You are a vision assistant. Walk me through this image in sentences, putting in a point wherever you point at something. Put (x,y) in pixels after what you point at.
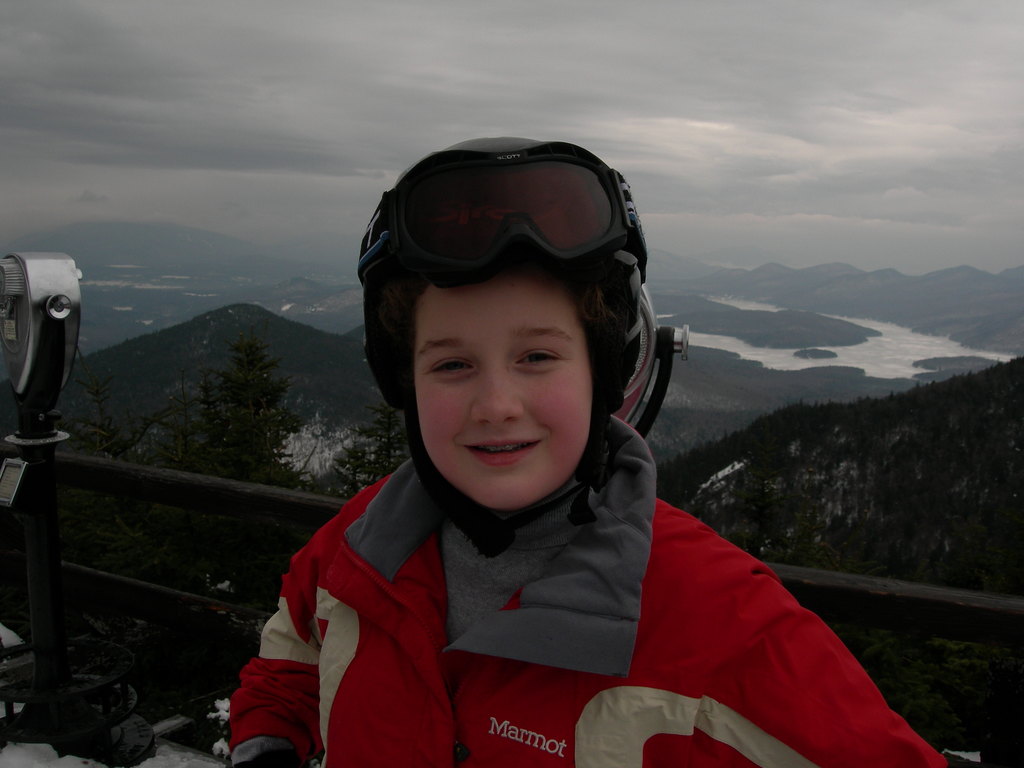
This is the picture of a mountain (940,511). In this image there is a person (602,529) standing and smiling. At the back (136,399) there is a railing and there are trees (1004,512) and mountains (998,439) and there is water (918,350). At the top (490,68) there is sky (462,94).
